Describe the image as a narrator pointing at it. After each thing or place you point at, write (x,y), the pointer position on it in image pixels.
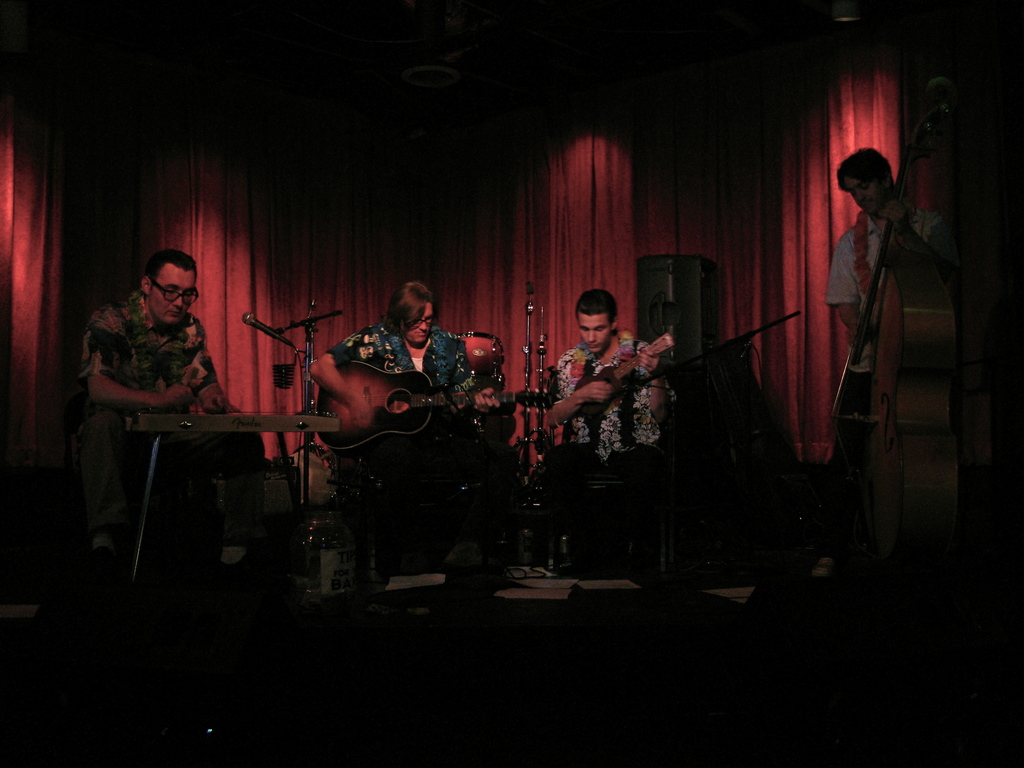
Here there are 4 people (421,303) on the stage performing by playing musical instruments (147,420). Behind them there is a cloth (527,180).
